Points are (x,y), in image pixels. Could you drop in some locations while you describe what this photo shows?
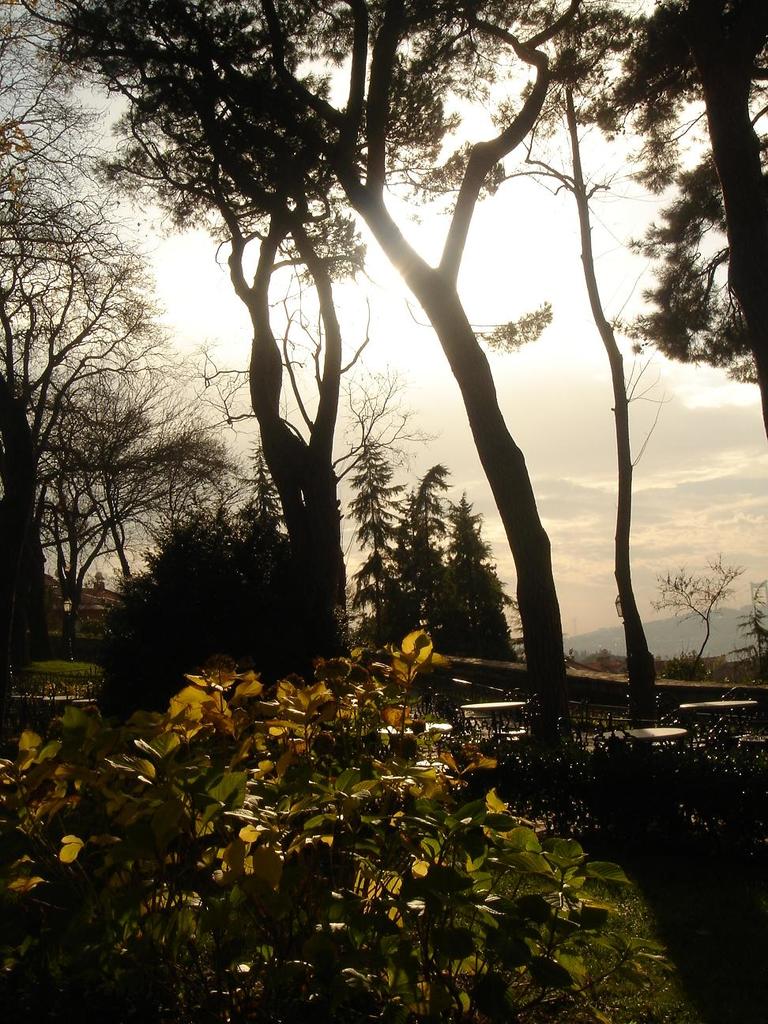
In this image there are plants (338,722) and trees (157,650) on the ground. At the top (304,292) there is the sky (514,316). In the background (696,632) there are mountains (695,618).
